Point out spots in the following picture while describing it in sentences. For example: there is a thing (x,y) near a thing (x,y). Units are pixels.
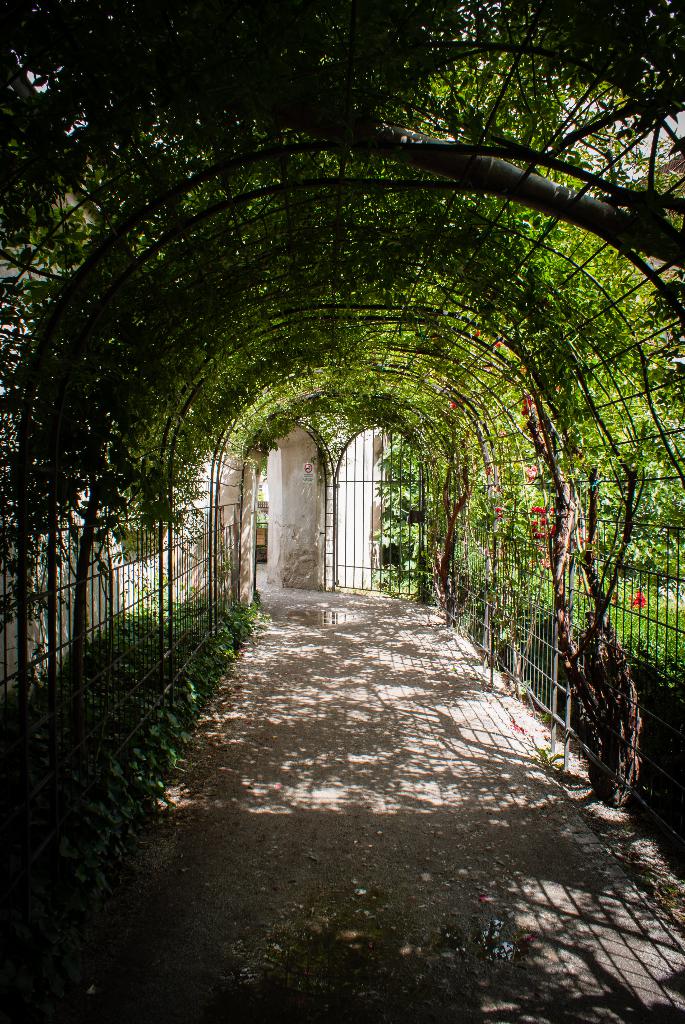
The picture consists of a walkway (363,934). At the top of the picture (207,326) there are trees (453,323). On the right (586,628) there are plants (646,620). On the left (134,661) there are plants (111,708). In the center of the background (284,536) there is a wall (277,477).
